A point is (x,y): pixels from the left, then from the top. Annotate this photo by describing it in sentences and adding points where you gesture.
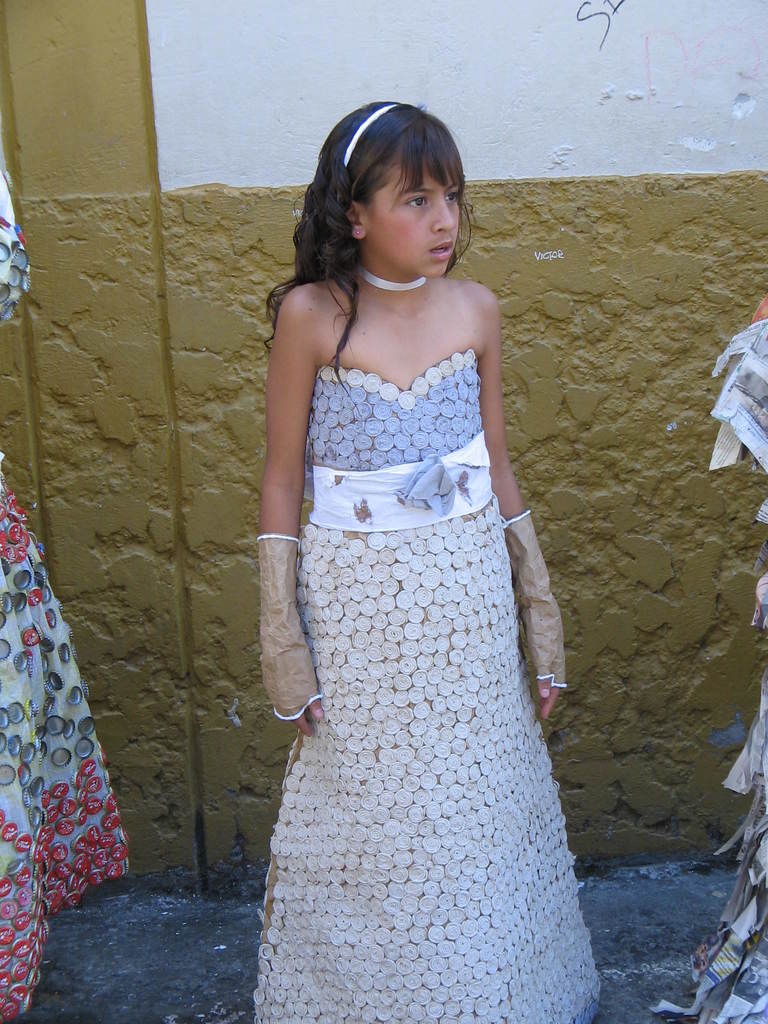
In this image we can see a girl (353,663) is standing on the ground (55,1007). On the right side (701,944) we can see papers (701,954) and on the left side (67,729) we can see the dress (20,708). In the background (673,48) we can see the wall (651,826).
